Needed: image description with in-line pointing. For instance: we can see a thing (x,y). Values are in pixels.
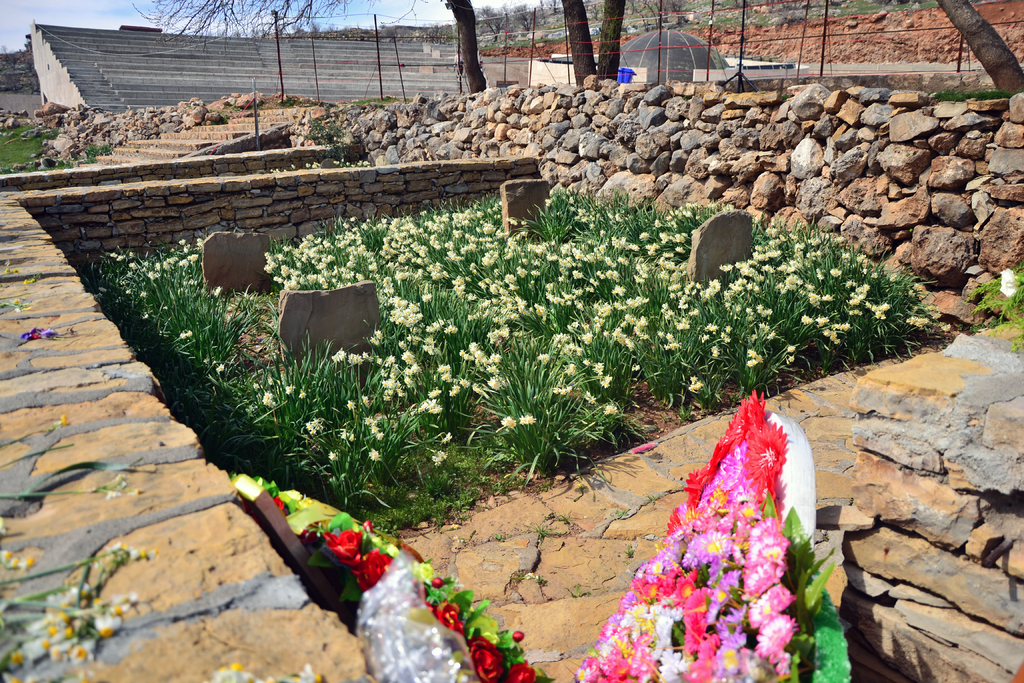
In this image, there is an outside view. There are some plants (608,239) in the center of the image (392,373). There are two bouquets (395,621) at the bottom of the image (745,521). There is a sky (175,21) in the top left of the image (318,21).
